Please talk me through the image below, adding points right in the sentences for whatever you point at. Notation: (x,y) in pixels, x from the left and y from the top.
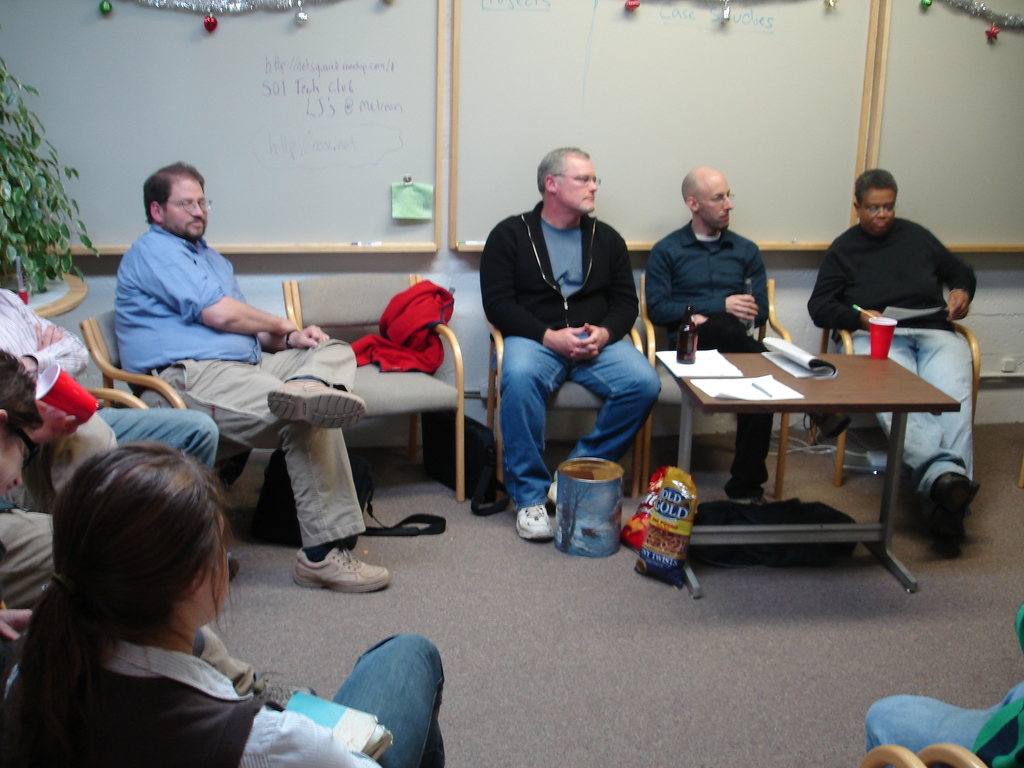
In this picture we can see persons (493,299) sitting on chair (664,382) and in front of them there is table (785,382) and on table (867,363) we can see bottle (693,356), glass (882,332), paper (775,355) and aside to this table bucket (591,490), plastic covers (662,494) and in background (927,3) we can see wall (370,90), tree (36,157), decoration item (289,8), cloth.
